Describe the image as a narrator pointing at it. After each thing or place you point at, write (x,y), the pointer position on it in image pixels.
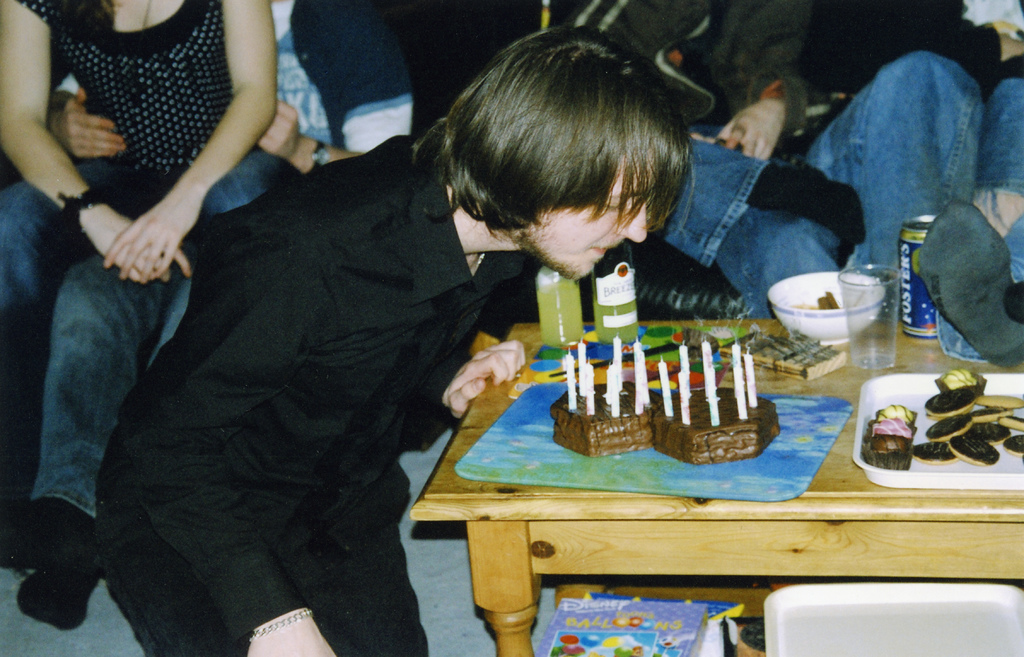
A boy (454,151) is blowing off candles (608,371) on his birthday cake (613,432).
